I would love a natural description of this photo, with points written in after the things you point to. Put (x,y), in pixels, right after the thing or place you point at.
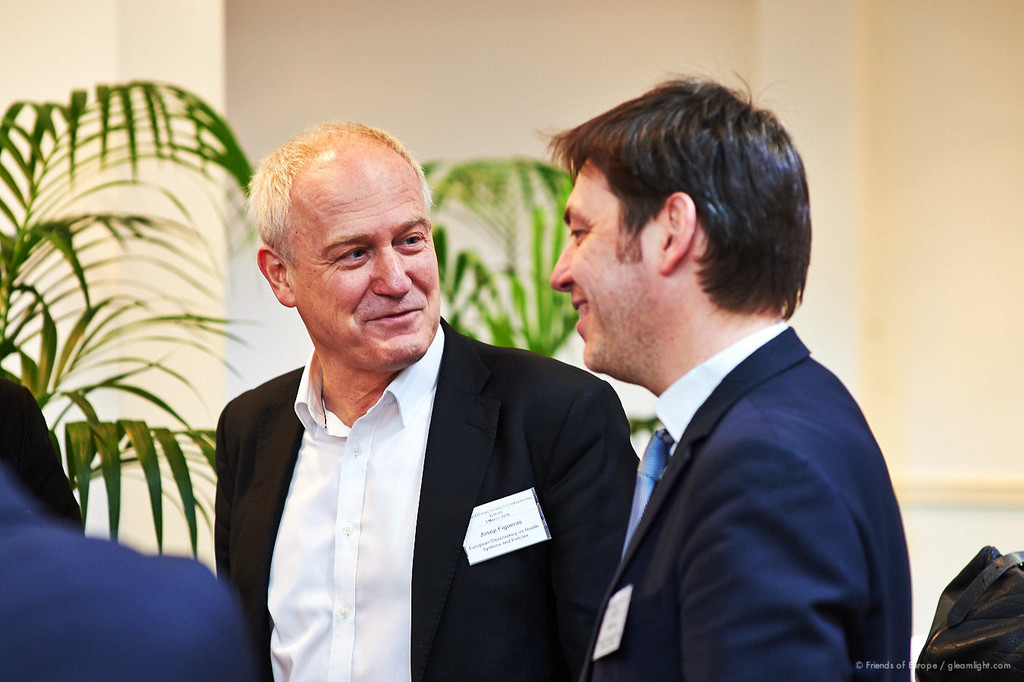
In this image I can see in the middle (487,389) two men (559,435) are standing and also they are laughing, they are wearing the coats (582,575), shirts (406,525). In the background (205,246) there are plants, at the top (267,87) there is the wall (567,83). In the right hand side (859,665) bottom there is the watermark (928,661).
